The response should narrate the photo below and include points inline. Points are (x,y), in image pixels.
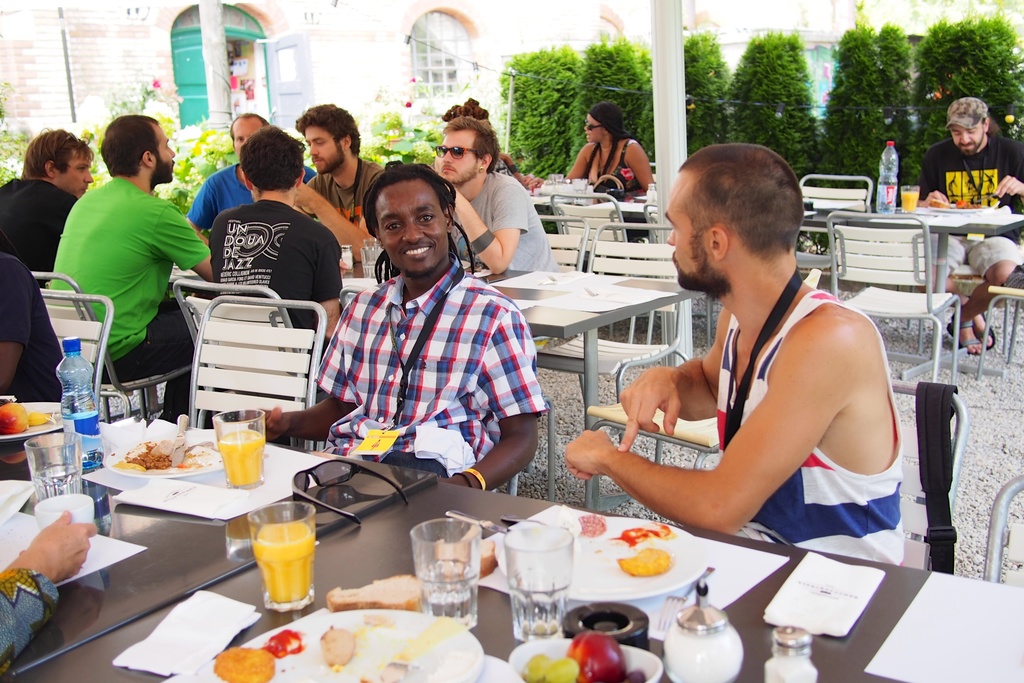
This is a picture taken in the outdoors. There are a group of people (85,160) sitting on chairs (98,334) in front of these people (121,235) there is a table (345,561) on the table (356,567) there are glasses (466,575), plates (577,589), goggle (314,477), bottle (79,375), fruits (594,640) and some food items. Behind the people (236,256) there is a pole (665,94), plants (568,99) and a building (504,61).
